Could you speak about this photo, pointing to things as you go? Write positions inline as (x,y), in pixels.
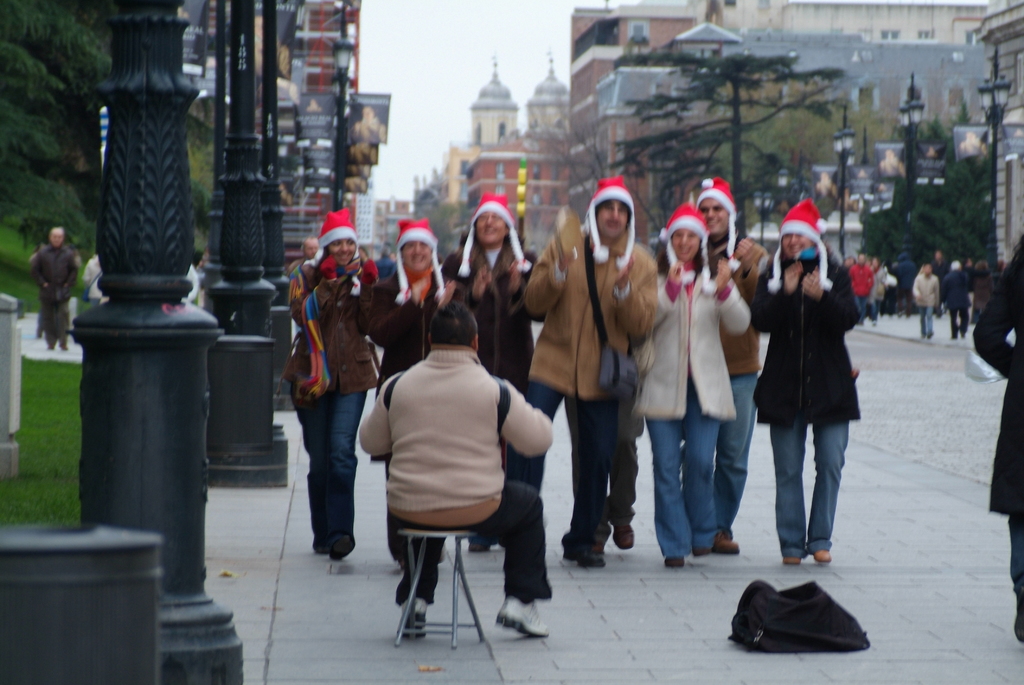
In this image I can see the ground (873,552), number of persons (684,305) standing, a person (452,513) sitting, few poles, few trees (665,191), few buildings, few lights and a bag (784,634) on the ground (734,574). In the background (457,33) I can see the sky (453,52).
